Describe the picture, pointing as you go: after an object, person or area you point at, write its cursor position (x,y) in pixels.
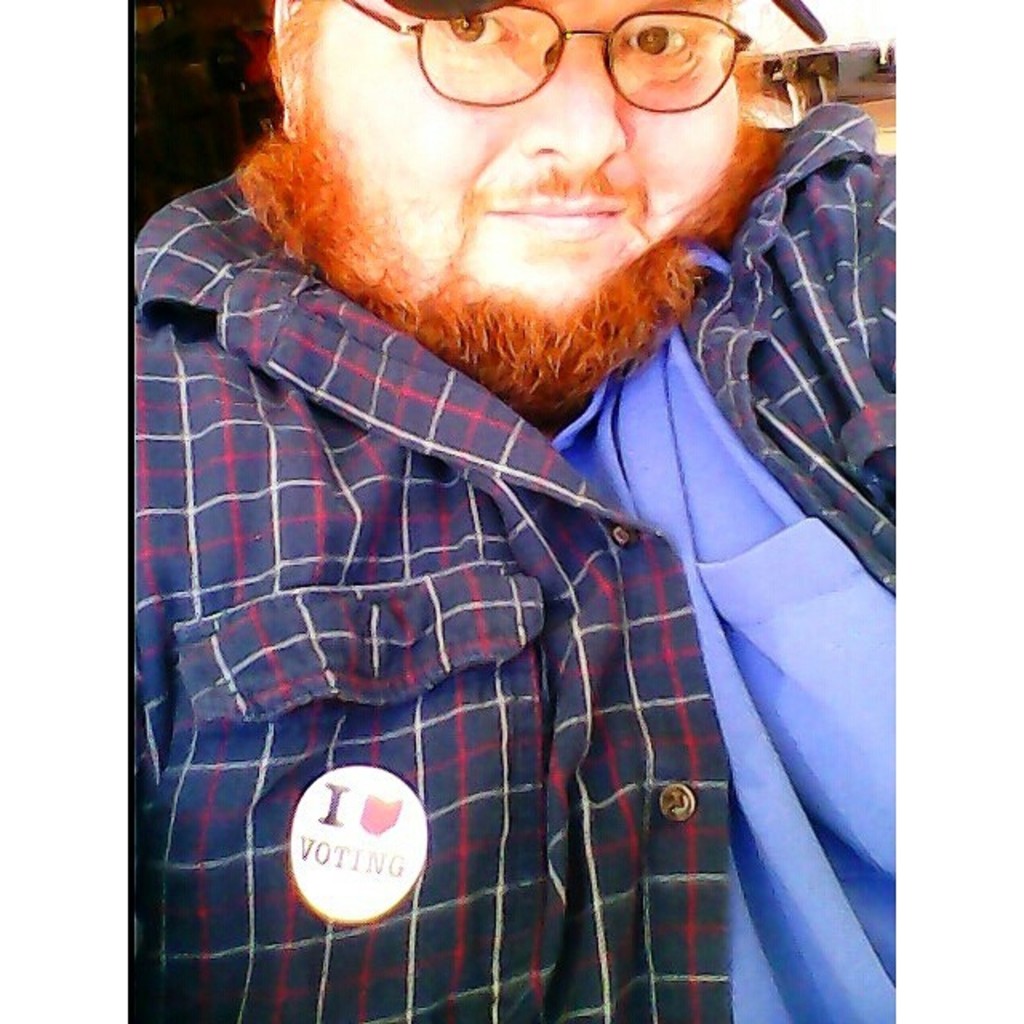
In this image I can see a man (531,481) in the front (387,621), I can see he is wearing shirt (608,542), a specs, a cap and on the left side of this image (311,844) I can see something is written on his shirt (392,916).
